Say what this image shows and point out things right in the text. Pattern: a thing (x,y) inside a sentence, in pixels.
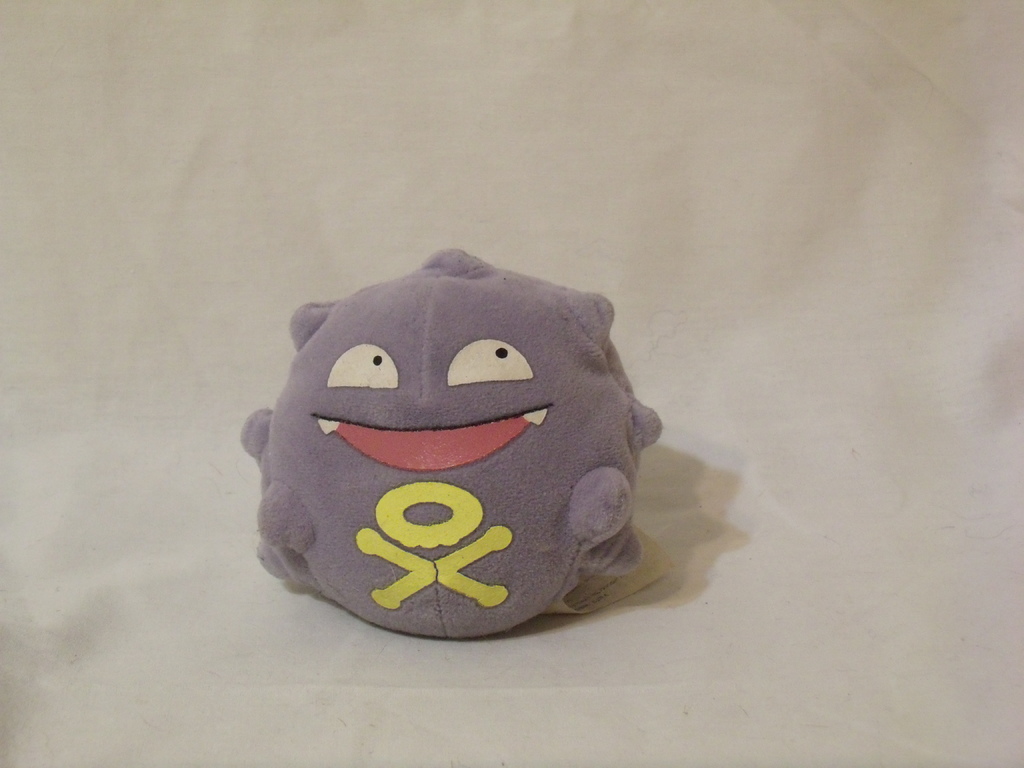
In this image we can see a stuffed toy (480,509) which is placed on the surface (611,624).
